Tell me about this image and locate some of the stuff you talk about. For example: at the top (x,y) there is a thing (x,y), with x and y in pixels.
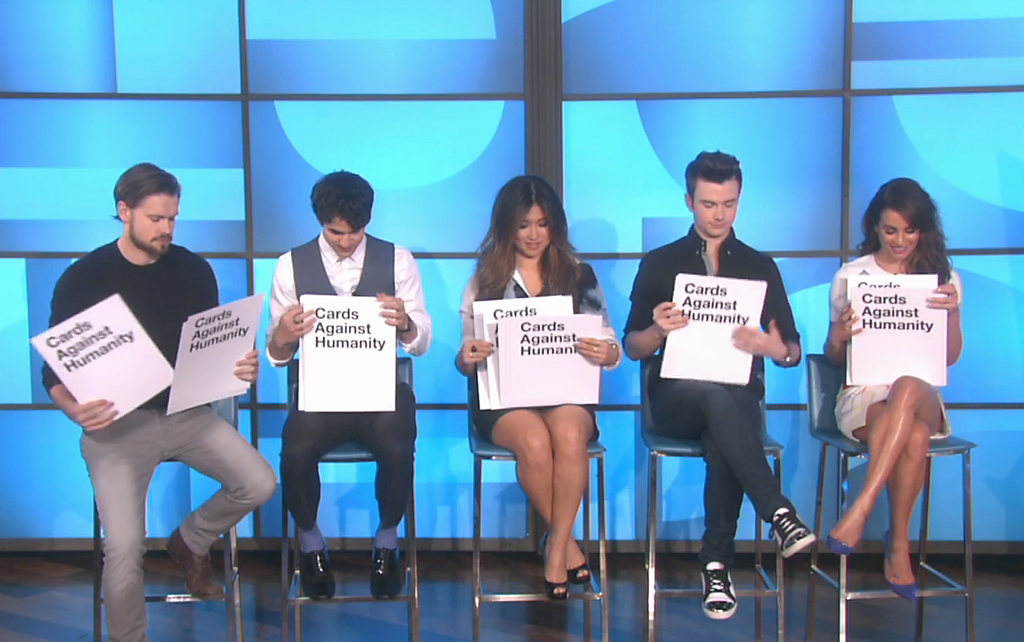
In this image in the middle (534,291), there is a woman (539,291), she wears a dress (512,283), she is holding posters (554,344). On the right (901,269) there is a woman (910,249), she wears a dress (902,273), she is holding posters (881,358) and there is a man (700,413), he wears a shirt (689,261), trouser (699,429), shoes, he is holding posters (722,337). On the left (318,426) there is a man (370,186), he wears a shirt (361,251), trouser (355,432), shoes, he is holding posters (332,348) and there is a man (137,266), he wears a shirt (165,280), trouser (165,461), shoes (200,558), he is holding posters (180,346). In the background (611,139) there is a screen (611,139). At the bottom (252,558) there is floor (456,608).
